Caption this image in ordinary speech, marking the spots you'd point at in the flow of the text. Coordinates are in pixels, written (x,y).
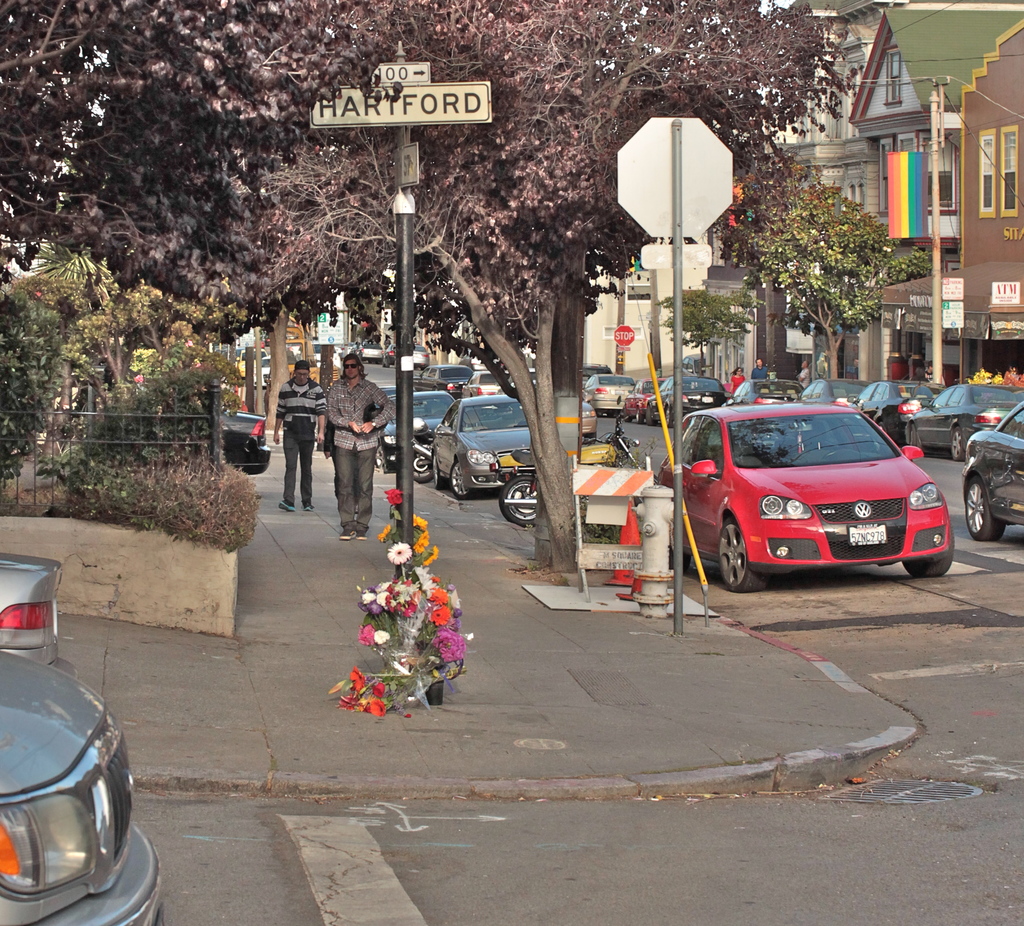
In this image we can see there are people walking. And there are vehicles (933,391) on the road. There are buildings (604,342), trees (535,350), sign board (643,168), flower bouquet (445,609), stick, pole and a few objects (433,690). And there is a wall (71,523) with a fence (217,412).
